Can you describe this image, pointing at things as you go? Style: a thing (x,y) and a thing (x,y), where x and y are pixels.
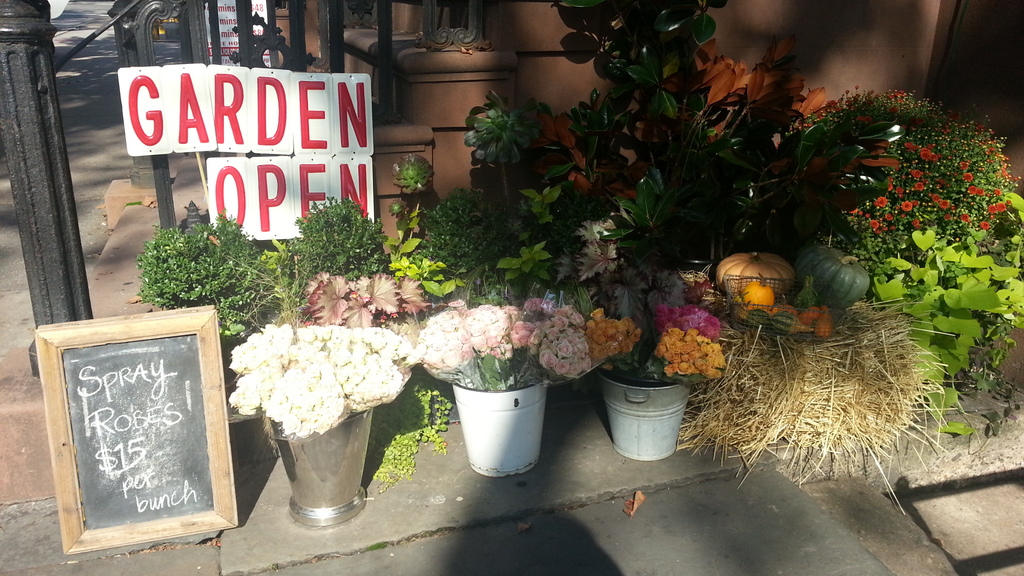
Here in this picture we can see plants (784,225) and flower bouquets (516,370) present in basket (665,413), present on the ground (95,254) over there and we can see a board (63,346) present on the left side (161,382) and we can see pole (55,223) and steps (105,266) present behind that over there.
